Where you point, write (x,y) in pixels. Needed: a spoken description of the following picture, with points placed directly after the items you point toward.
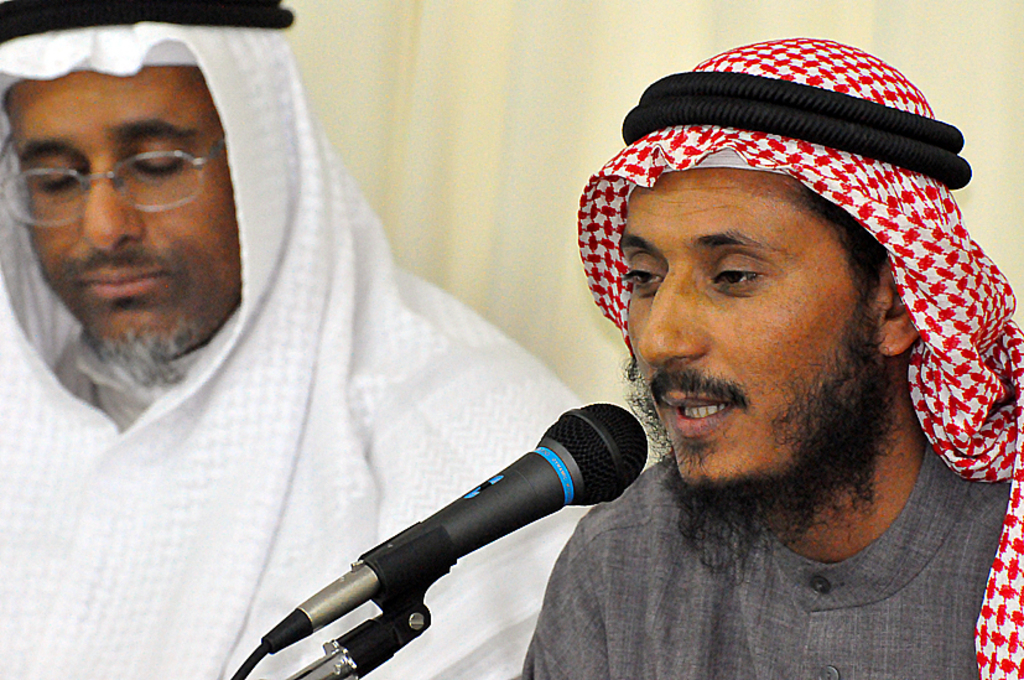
In this image I can see two people (352,438) with different color dresses (514,420) and I can see the mic (545,499) in-front of one person (620,503). I can see the cream color background (556,121).
